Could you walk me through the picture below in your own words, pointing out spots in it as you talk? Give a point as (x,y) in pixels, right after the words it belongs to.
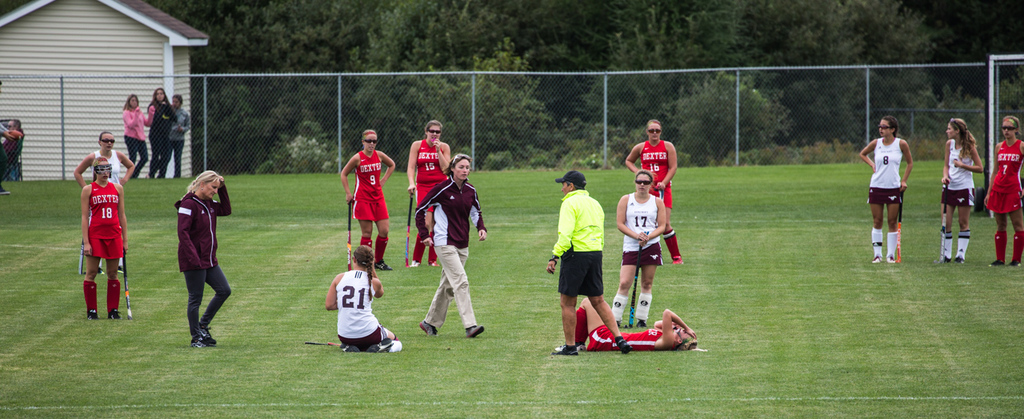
This image consists of many women (957,172) playing hockey. In the middle (590,234), we can see a man (583,289) wearing a green jacket (589,217). At the bottom (427,373), there is green grass (484,365). In the background (568,112), we can see a fencing (294,79) along with trees (255,69). On the left (108,106), we can see a shed (100,99).
